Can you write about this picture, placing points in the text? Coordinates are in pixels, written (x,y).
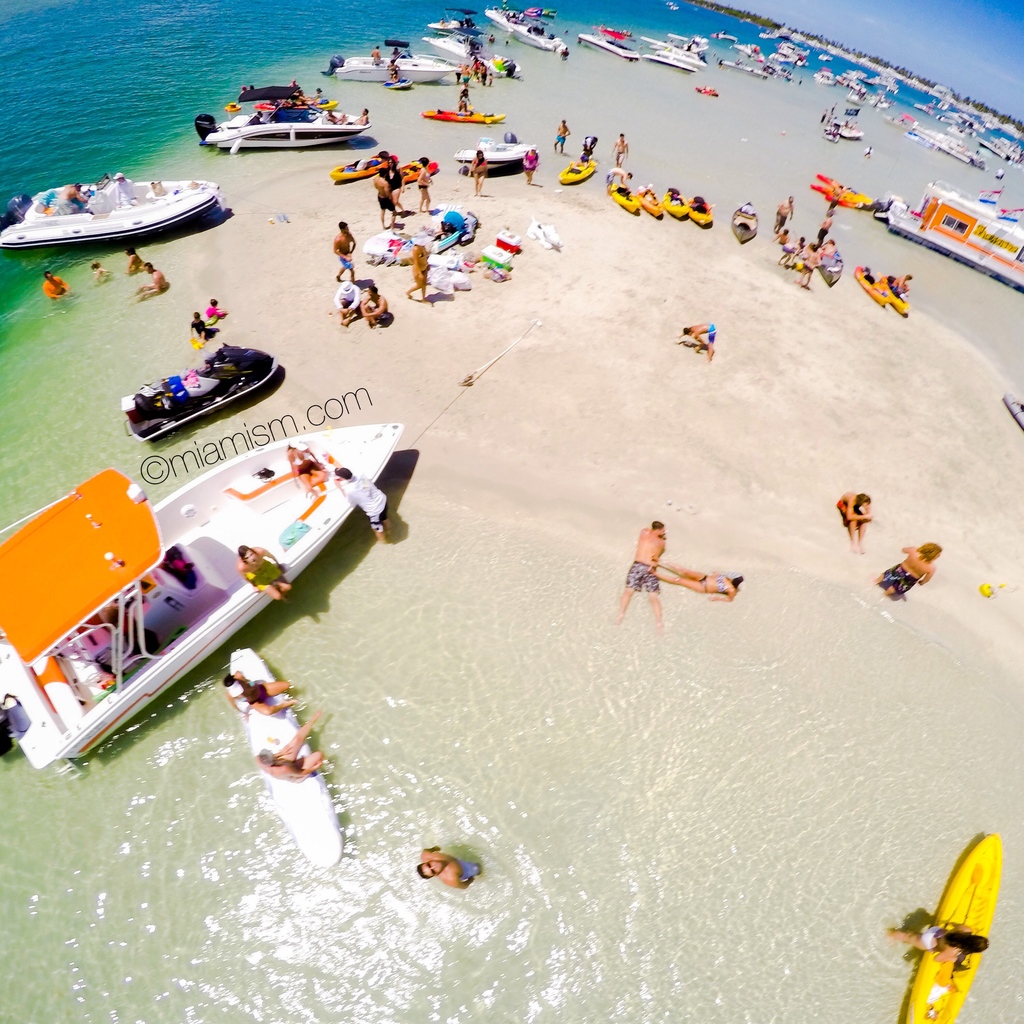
In this picture we can observe some boats (311,508). There are some people (379,190) in the beach (551,250). We can observe an ocean (128,69). In the background (832,41) there are trees (987,108) and a sky (911,43).
